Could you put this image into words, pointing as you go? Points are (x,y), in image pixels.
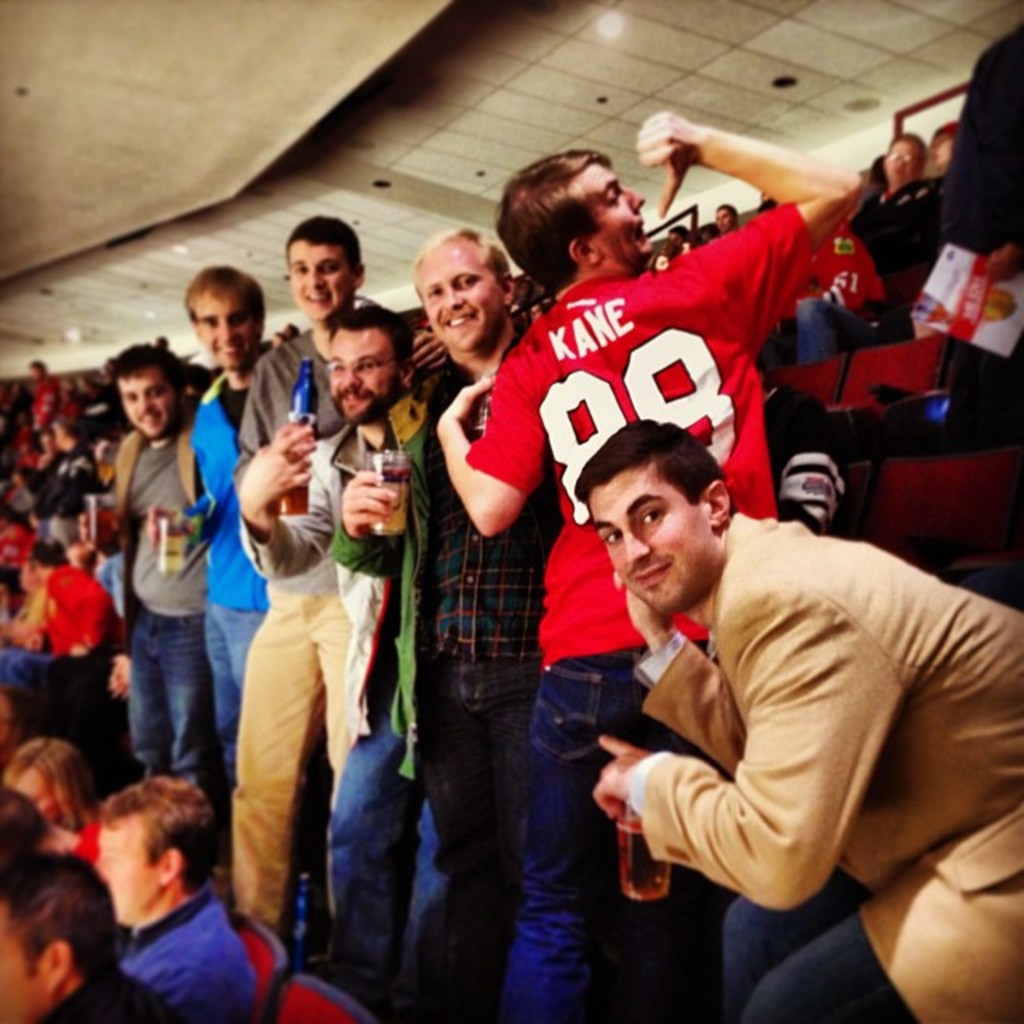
This Picture describe about the group of boys and girls (270,628) sitting and standing in the stadium (778,49). In front (765,584) we can see boy (657,641) wearing cream color coat (872,711) holding the glass (624,853) in giving the pose into camera, beside him another man (640,353) wearing red t-shirt (626,379) on which kane is written standing and giving the pose into the camera. Beside this another man (470,309) standing and holding the glass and giving smile. On the top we can see the ceiling (609,55) and some spotlight (603,32).
